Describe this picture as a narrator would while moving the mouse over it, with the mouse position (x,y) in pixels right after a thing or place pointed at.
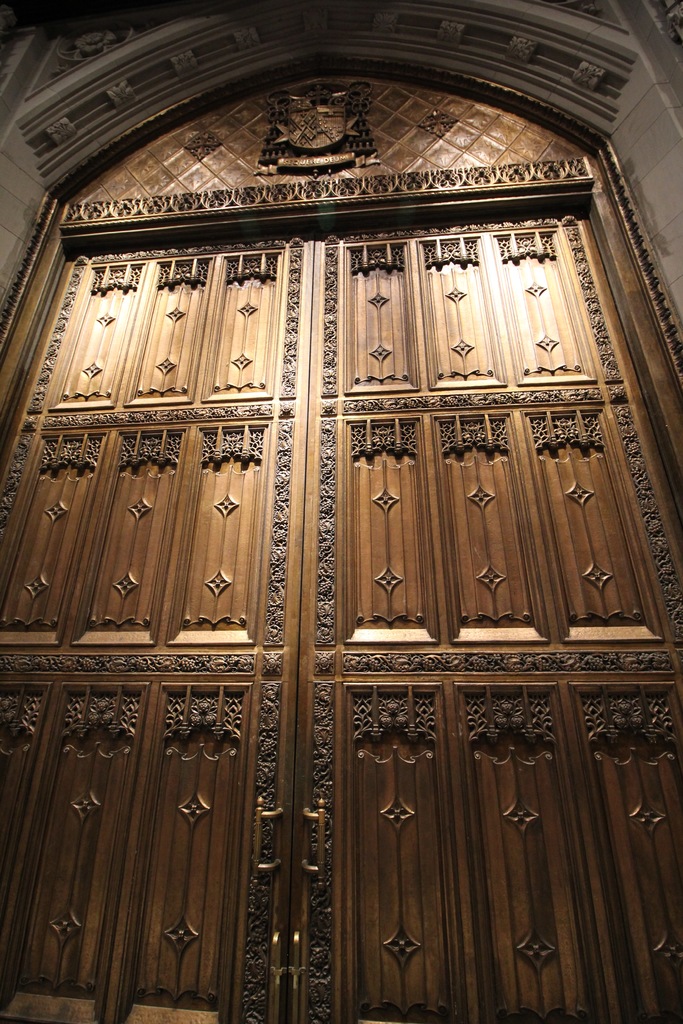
In this image we can see a door (524,787) made of different design.
